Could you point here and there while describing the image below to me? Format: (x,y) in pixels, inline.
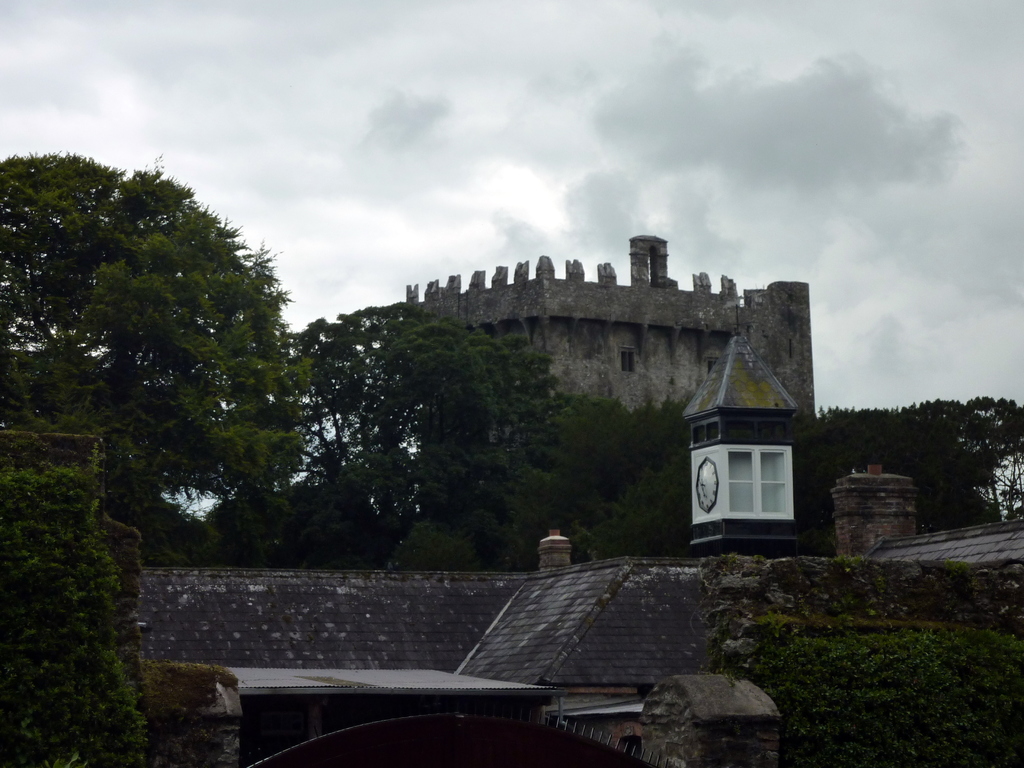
In this image I can see few trees (125,333) which are green in color, few buildings (359,614) and a clock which is white in color to the building (729,494). In the background (825,258) I can see the sky (656,149).
